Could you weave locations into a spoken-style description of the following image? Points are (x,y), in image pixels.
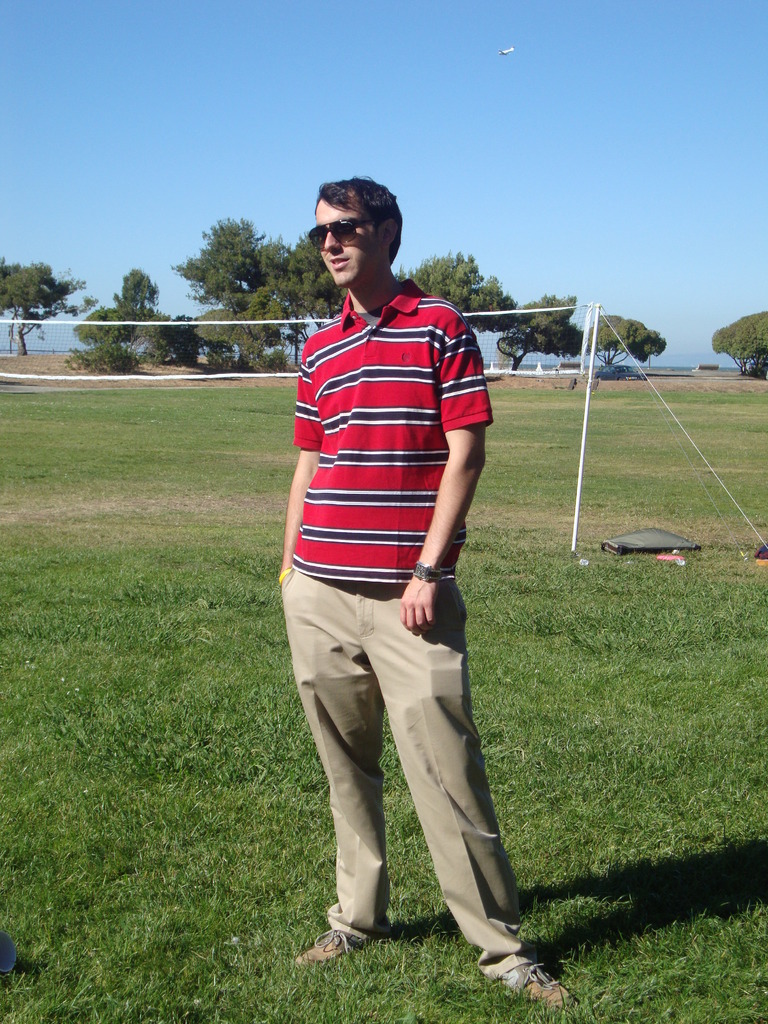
In this picture a man (399,379) standing and he wore sunglasses (341,228) and i see a net (42,357) to the pole (590,392) and grass (510,541) on the ground (208,536) and few trees (253,253) on the back (754,350) and a blue clear sky (591,129).
